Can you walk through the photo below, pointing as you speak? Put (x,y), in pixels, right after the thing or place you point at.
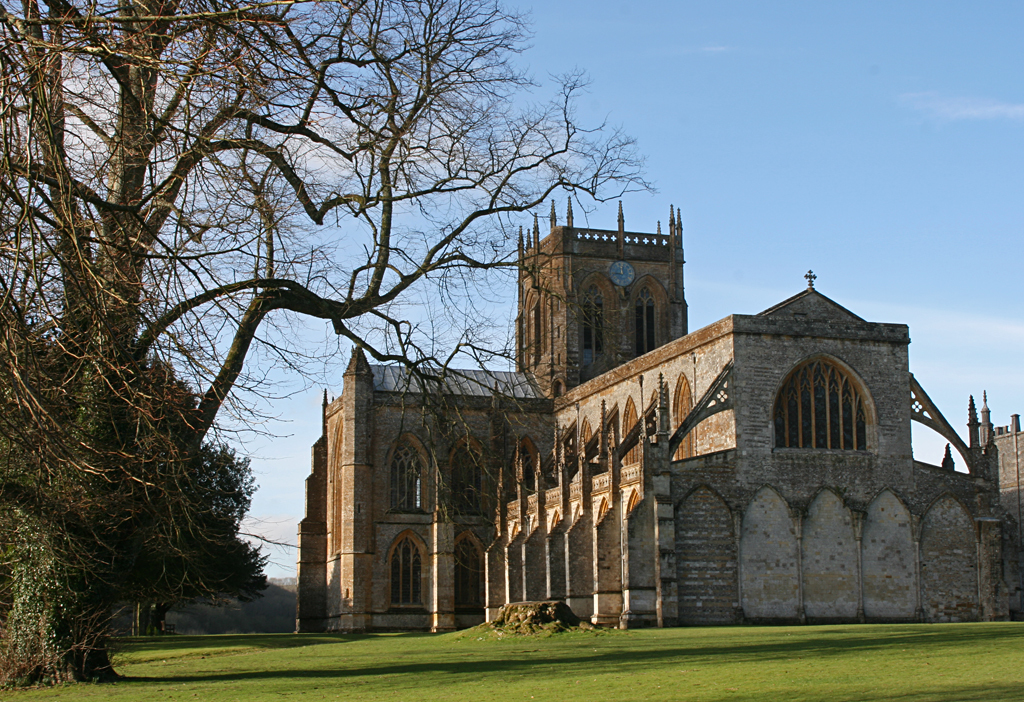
At the bottom of the image (955,649) there on the ground (965,665) there is grass (965,665). On the left side of the image (257,279) there are trees (119,295). In the image there is a building (575,308) with walls (752,506), windows (640,298), pillars (672,512), poles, arches (698,559) and a clock (627,283). At the top of the image (786,116) there is sky (936,166).
